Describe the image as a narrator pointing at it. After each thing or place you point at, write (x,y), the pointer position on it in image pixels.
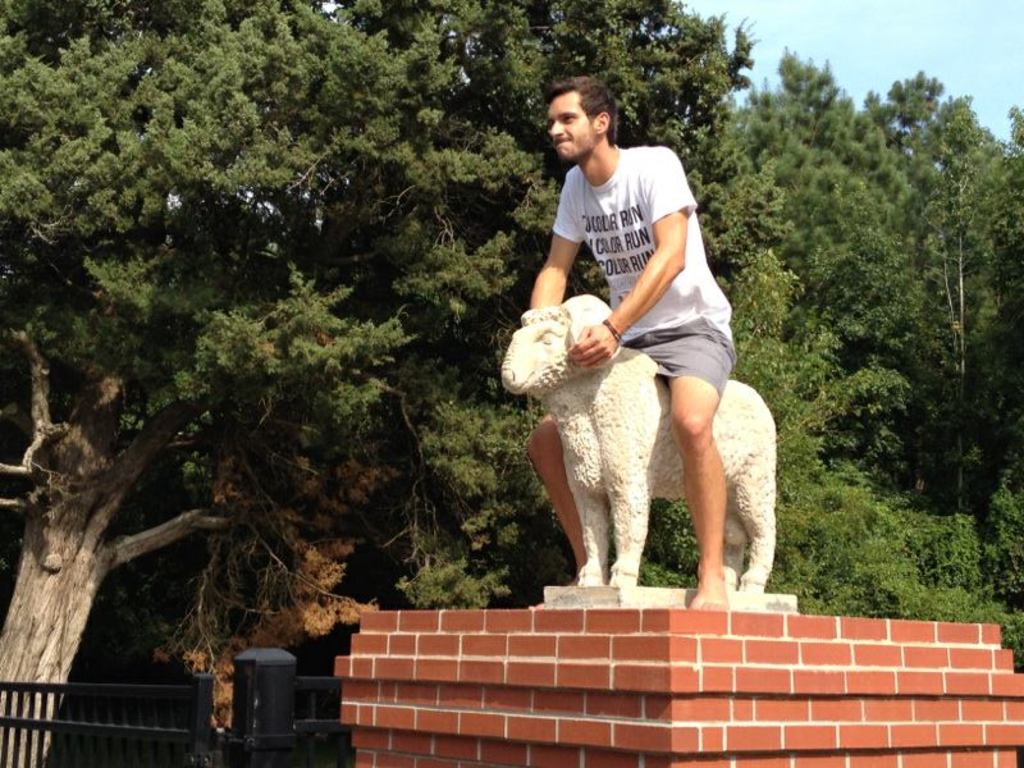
In this picture we can see a man (591,243) sitting on a statue (580,336) of a sheep (616,386) on a platform (584,627), gate (135,743), trees (341,407) and in the background (947,26) we can see the sky (900,46).
